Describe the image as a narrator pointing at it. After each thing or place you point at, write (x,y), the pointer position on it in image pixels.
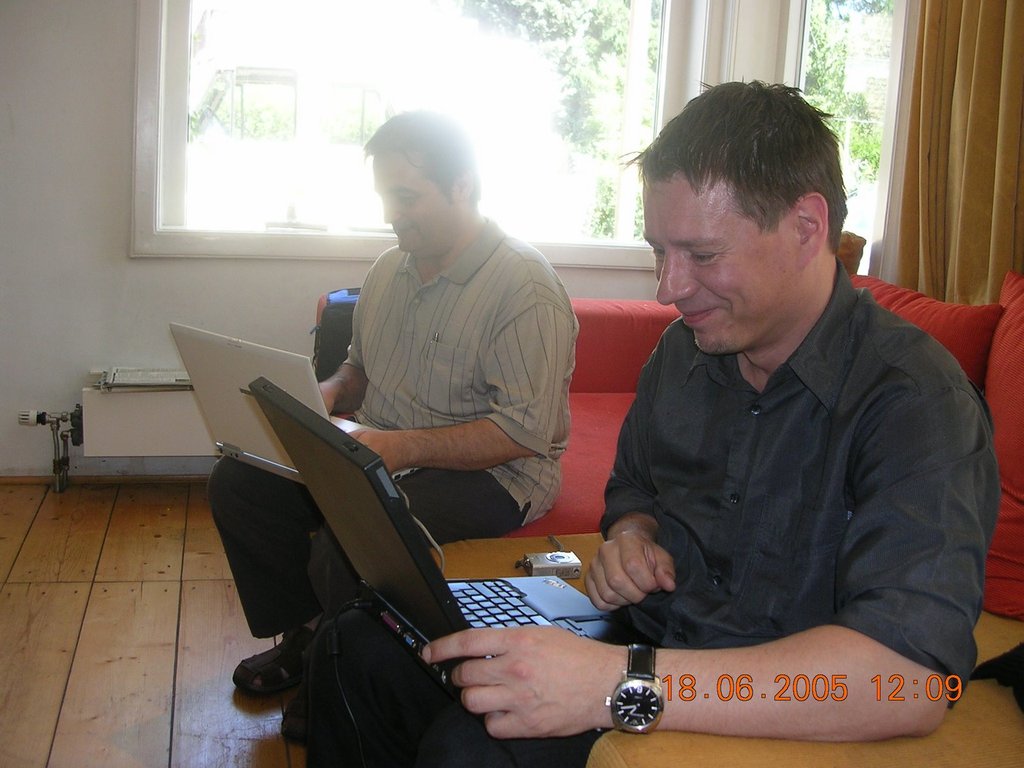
In this picture we can observe two men (660,397) sitting in the sofa (619,382), holding two laptops (329,463). Both of them are smiling. In the background (415,75) we can observe window (419,95), yellow color curtain (929,118) and some trees (600,64).
